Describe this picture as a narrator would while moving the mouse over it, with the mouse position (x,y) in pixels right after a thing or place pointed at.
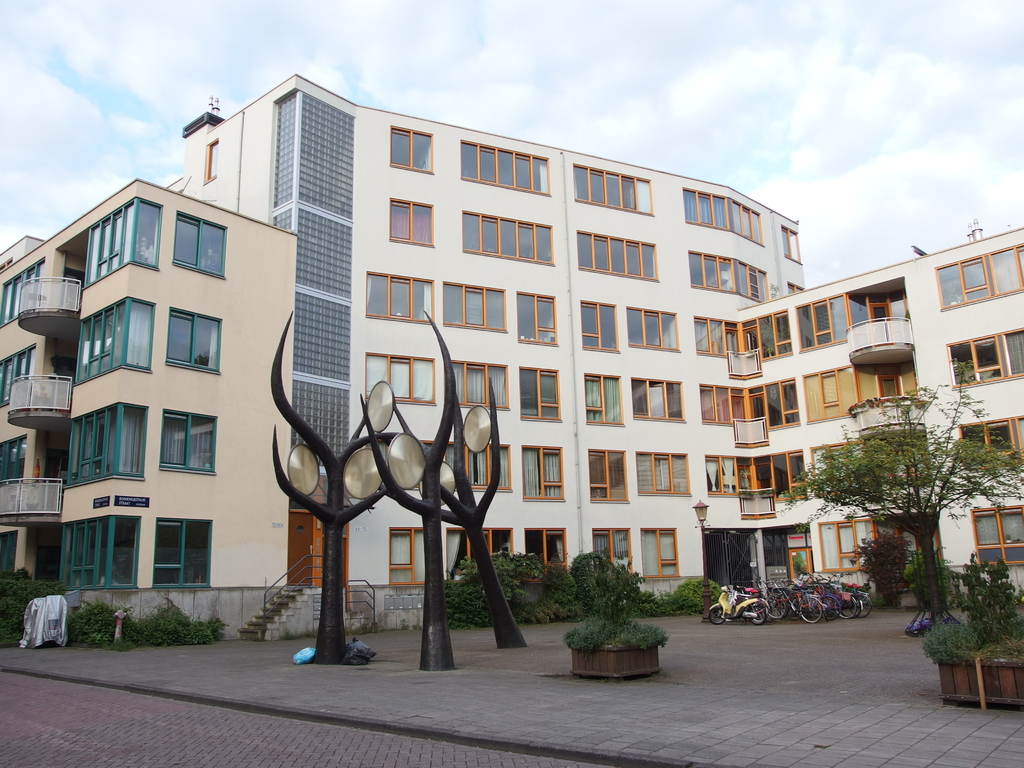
In the foreground of the picture (523,625) there are plants (915,567), pavement (396,734) and some sculptures (428,562). In the center of the picture (476,303) there is a building (563,463) and there are bicycles (769,602), street light (707,603) and a bike (745,620). Sky (833,171) is cloudy.
